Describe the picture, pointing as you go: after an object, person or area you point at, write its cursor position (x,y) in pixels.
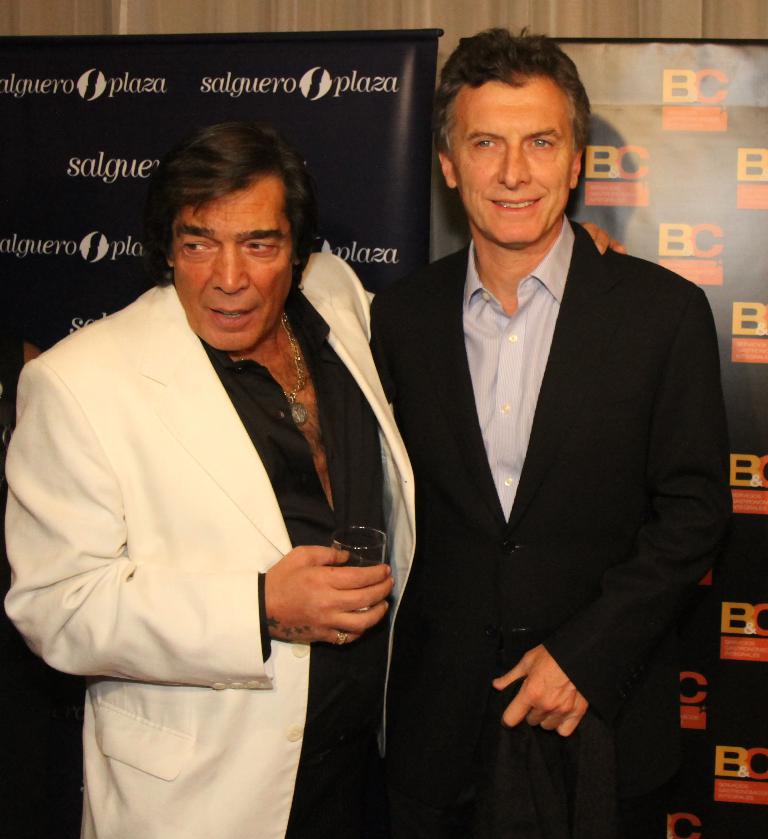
In the picture I can see two men (238,285). They are wearing a suit (421,542). I can see a man (396,407) on the right side (638,358) is smiling. There is a man (275,317) on the left side (228,510) is holding a glass (363,537) in his right hand (383,592). In the background (363,159), I can see the hoardings (405,109).
